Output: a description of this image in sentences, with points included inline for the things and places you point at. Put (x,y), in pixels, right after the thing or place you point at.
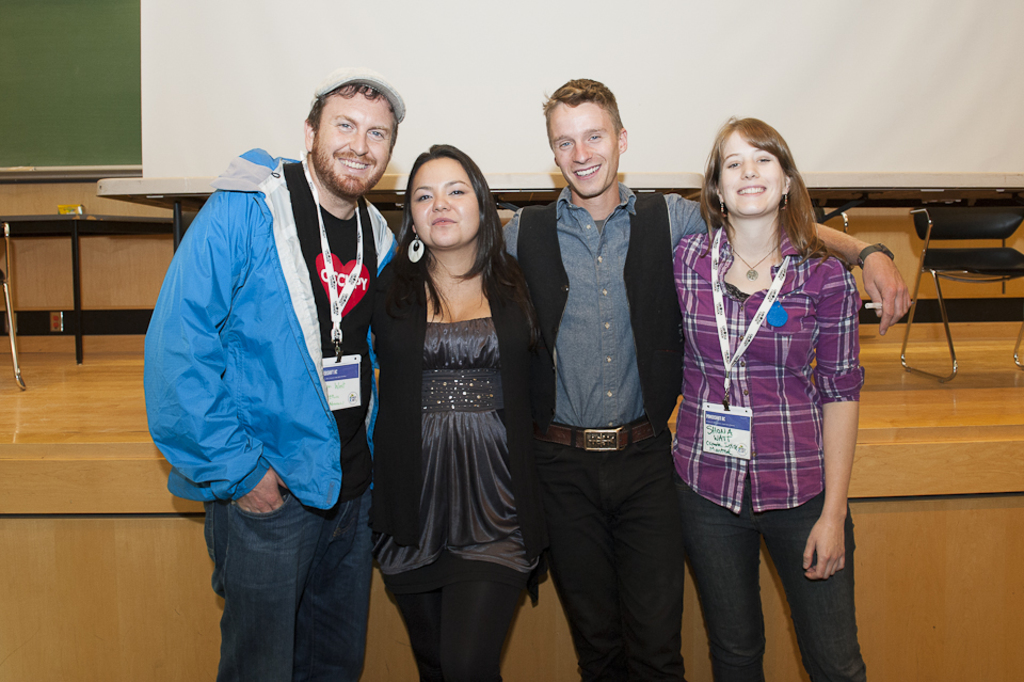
In the center of the image (502,449) there are four persons (480,452) standing. In the background (96,214) there is a board (107,89), wall (18,212), table (57,226) and chairs (931,215).
